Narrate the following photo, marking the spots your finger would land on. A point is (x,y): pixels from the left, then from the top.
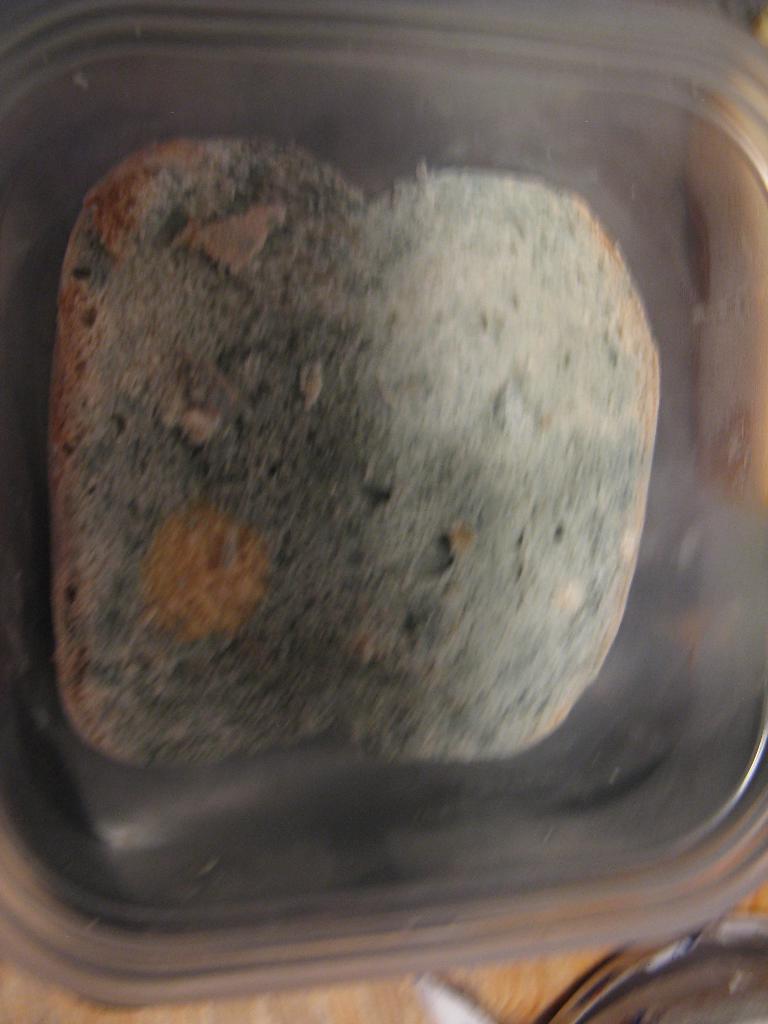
In this image we can see a bowl (524,891) placed on the surface (290,1016).
